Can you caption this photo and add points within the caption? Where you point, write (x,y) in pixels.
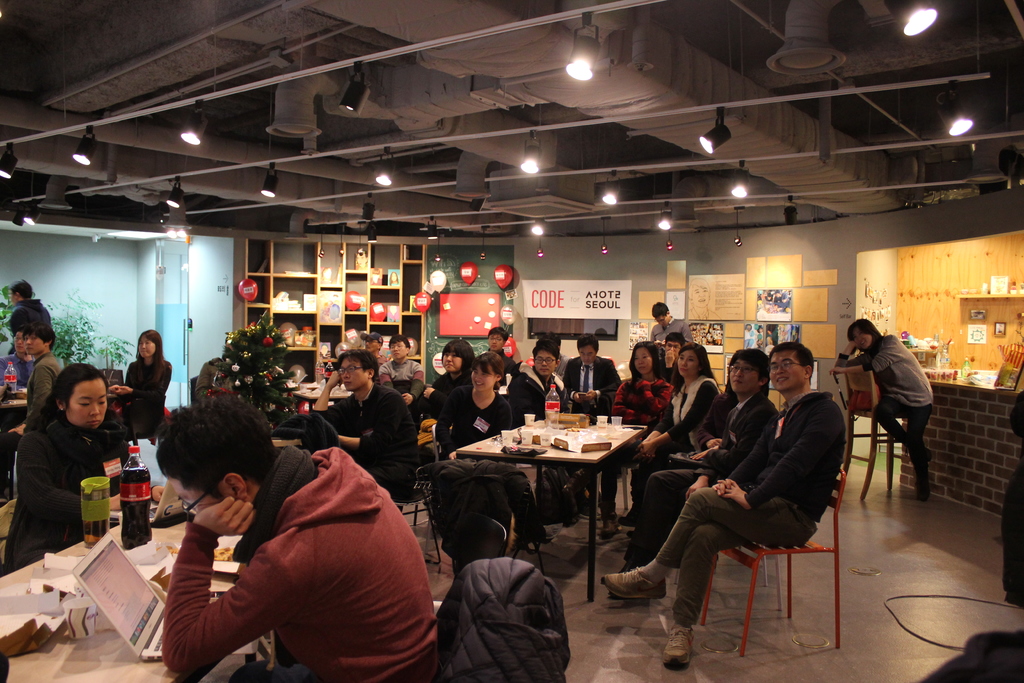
in the image we can see group of persons (178,646) were sitting on the chair (492,619) around the table (82,677). On table (104,627) there is a coca cola bottle (132,511), mug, tab (134,641), glass (73,627), papers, book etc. In the background (449,246) there is a wall (976,225), shelf (342,320), books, balloons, table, door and lights (925,28).
